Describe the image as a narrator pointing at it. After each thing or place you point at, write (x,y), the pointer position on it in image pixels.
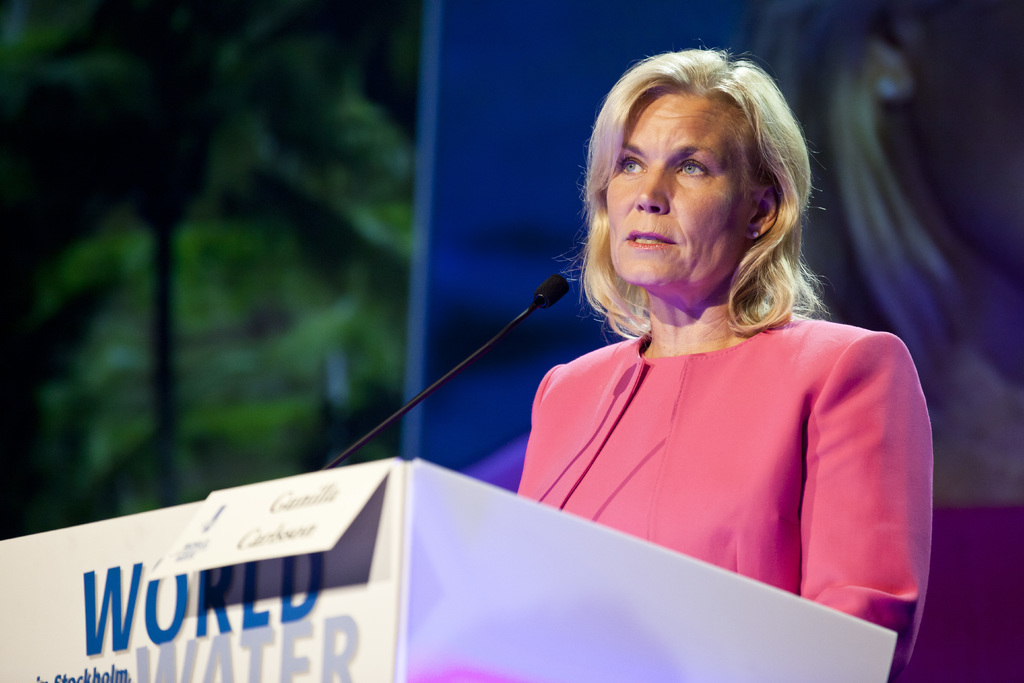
In this image I can see a woman (704,386) is standing in front of a podium (561,601). The woman (651,486) is wearing pink color clothes (680,451). Here I can see a microphone (511,327) on the podium (452,552). The background of the image (327,205) is blurred.
